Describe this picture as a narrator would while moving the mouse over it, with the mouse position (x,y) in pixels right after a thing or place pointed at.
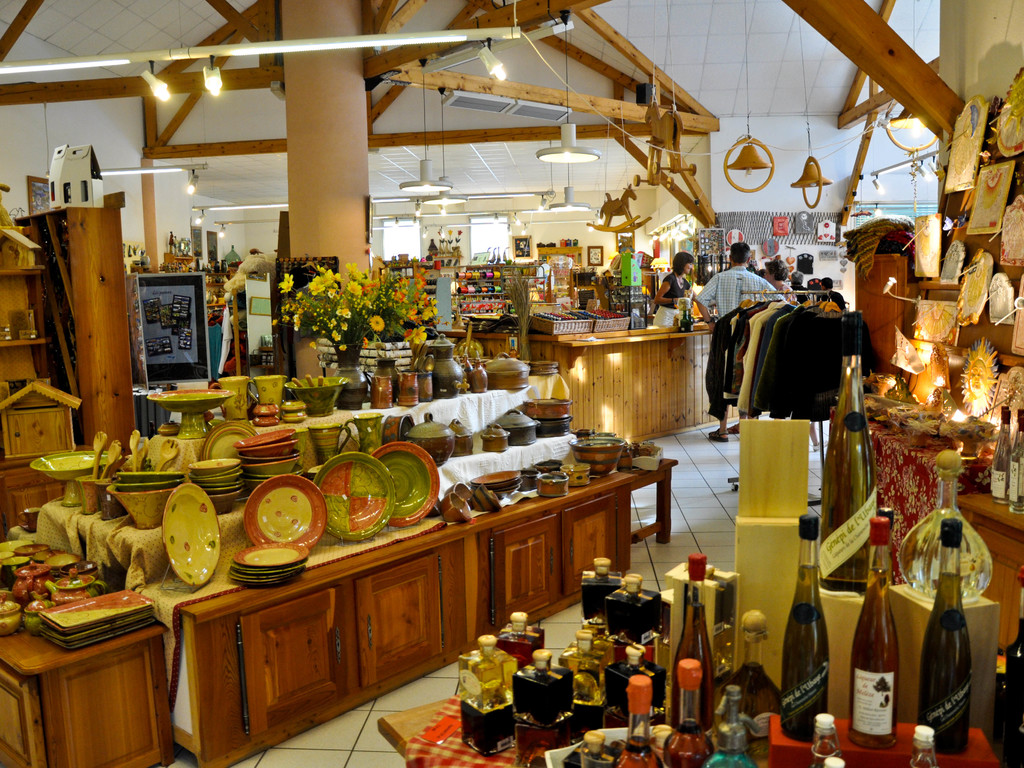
In this image there are group of people (663,315). There are plates (108,626), bottles (701,699), flower vase (322,329), bowls (58,564) on the table (508,546). At the top (270,42) there are lights (396,43), at the back (413,232) there is a window (385,226).
